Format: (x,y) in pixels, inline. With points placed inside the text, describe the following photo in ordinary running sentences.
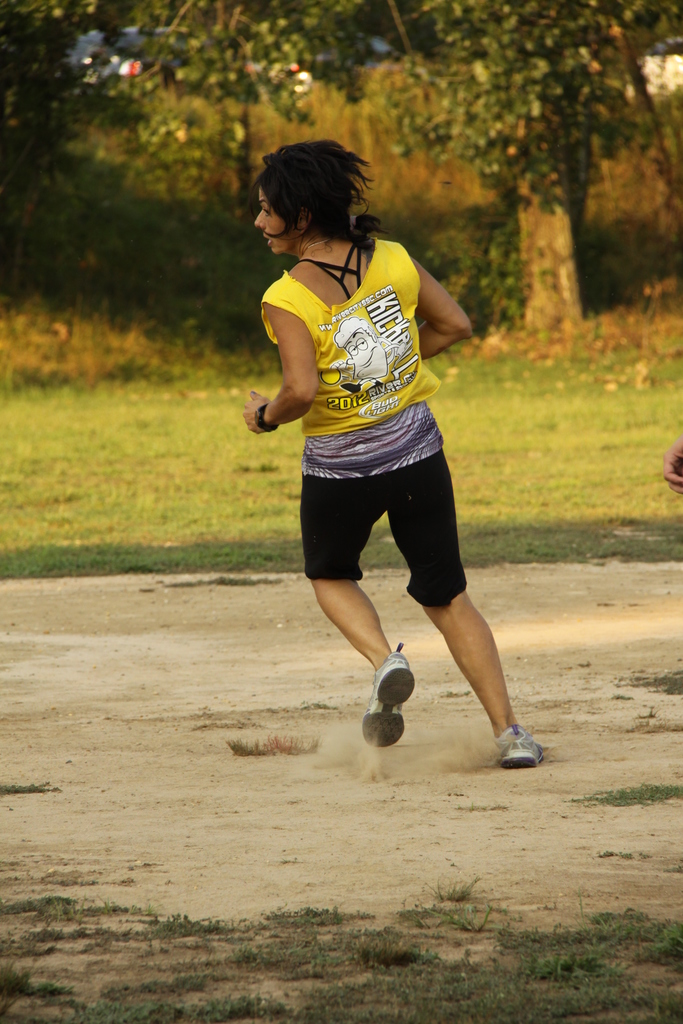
In the image there is a lady (364,530) running. In front of her on the ground (68,432) there is grass (655,398). In the background (346,24) there are trees (336,24).
